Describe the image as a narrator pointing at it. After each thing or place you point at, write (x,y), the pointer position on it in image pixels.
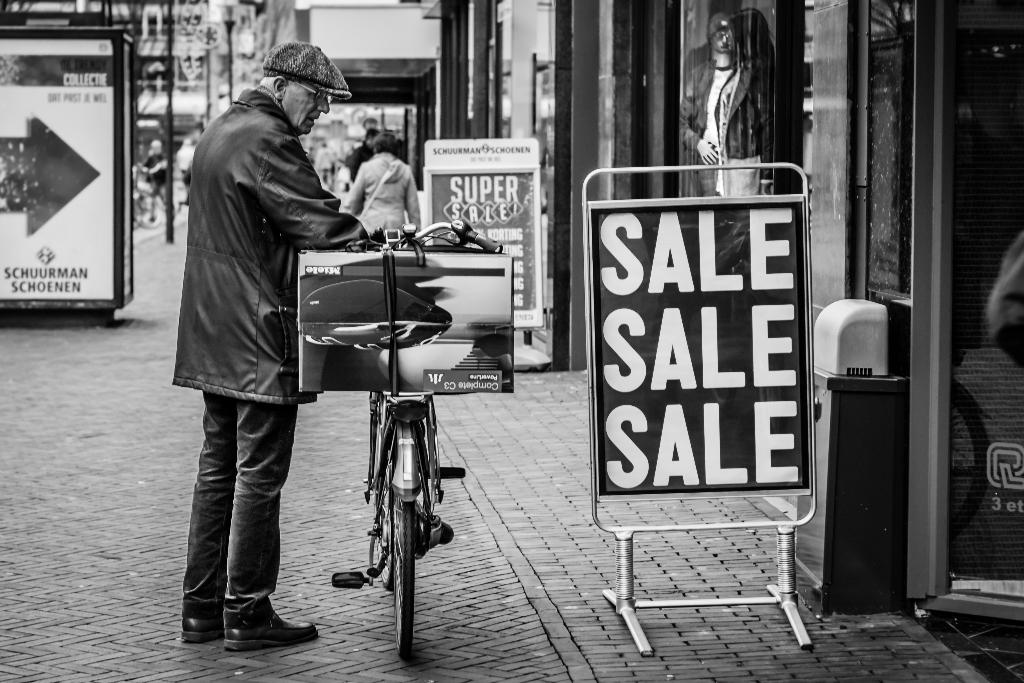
It is a black and white picture, there are many stores (633,65) and in front of the stores (743,188) there are some boards (645,334) containing the text (684,354) of "sale" and there is an old man (288,268) standing in front of one of the store (833,109) by holding a cycle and the background of the old man (322,79) is blur.
